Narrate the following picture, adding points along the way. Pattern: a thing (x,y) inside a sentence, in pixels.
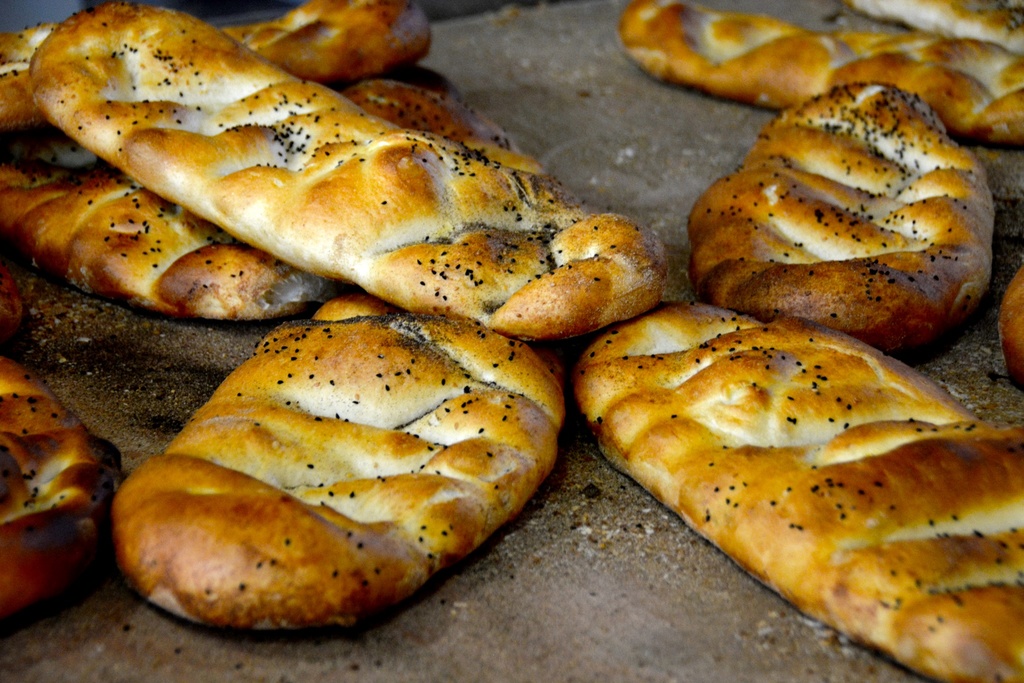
This image consists of breads (433,239).
